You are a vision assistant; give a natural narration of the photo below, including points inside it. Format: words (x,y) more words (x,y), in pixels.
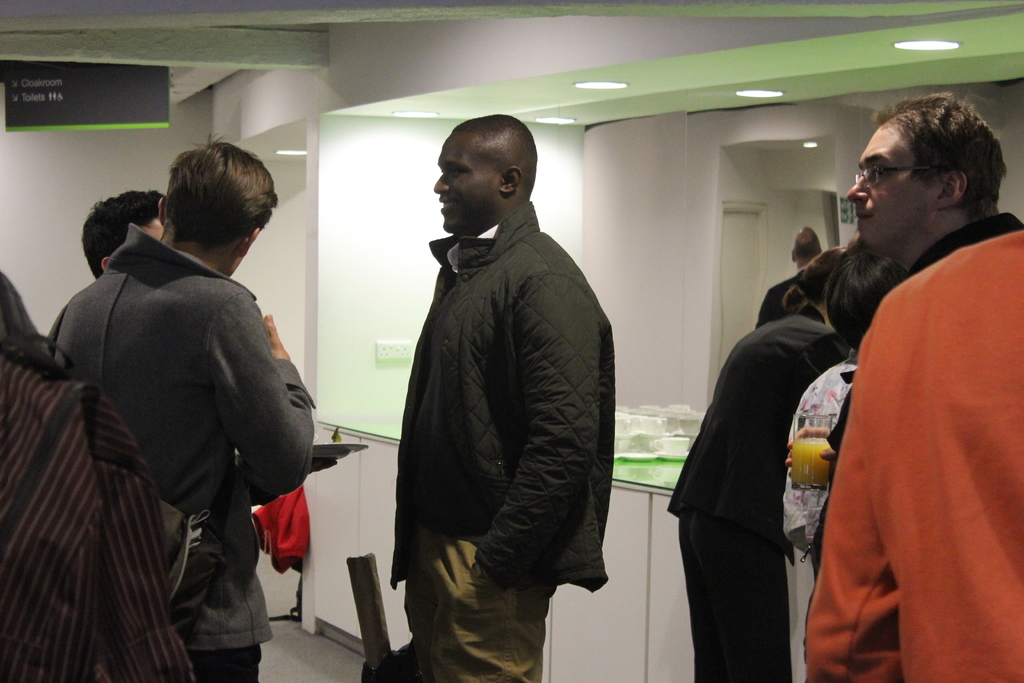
In this picture I can see few people (221,290) standing and looks like a man (330,462) holding a plate (323,451) in his hand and I can see few cups (646,436) on the table (652,475) and I can see another man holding a glass (796,441) in his hand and I can see few lights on the ceiling (199,60) and a board (85,109) with some text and I can see a mirror (737,226) and I can see reflection (812,250) of a human (803,261) and a door (744,288) in the mirror (815,193).
